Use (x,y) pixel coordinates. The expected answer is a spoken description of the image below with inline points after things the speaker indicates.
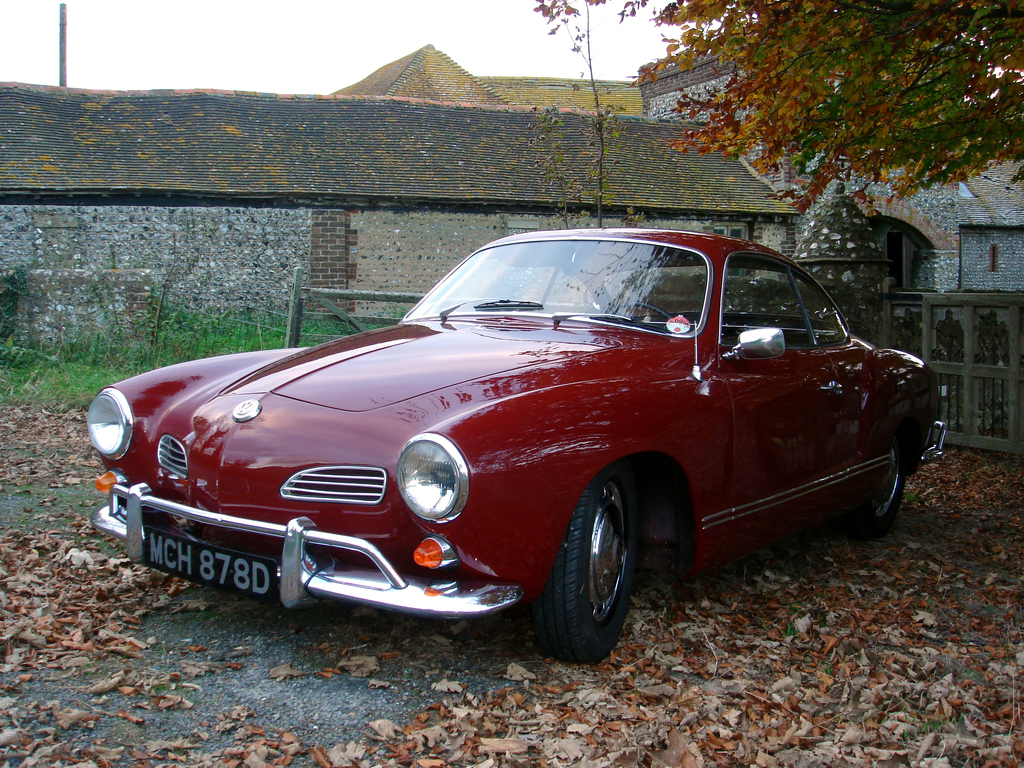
In this image we can see a red color car (727,444) on the ground (995,513) where we can see the dry leaves (875,681). In the background (16,18), we can see the wooden fence (1013,333), grass (6,342), stone house (15,117), trees (998,161) and sky (146,58).
